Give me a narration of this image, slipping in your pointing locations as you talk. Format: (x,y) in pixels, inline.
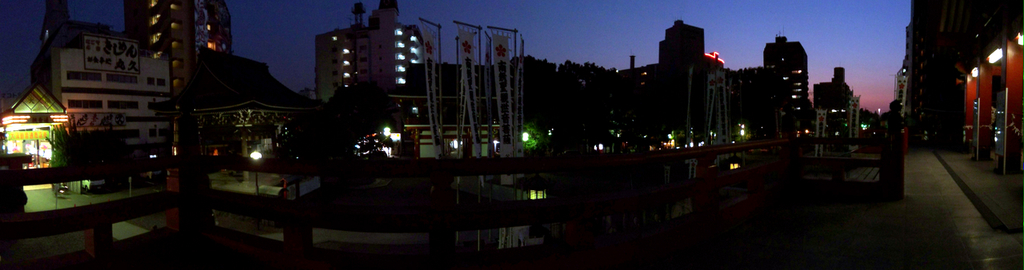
In the foreground (283,175) I can see fence (519,163), grass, light poles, boards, posters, houses (212,132), buildings (210,99), trees (306,134), windows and towers (197,31). In the background (893,98) I can see the sky (243,39) and so on. This image is taken may be during night.
